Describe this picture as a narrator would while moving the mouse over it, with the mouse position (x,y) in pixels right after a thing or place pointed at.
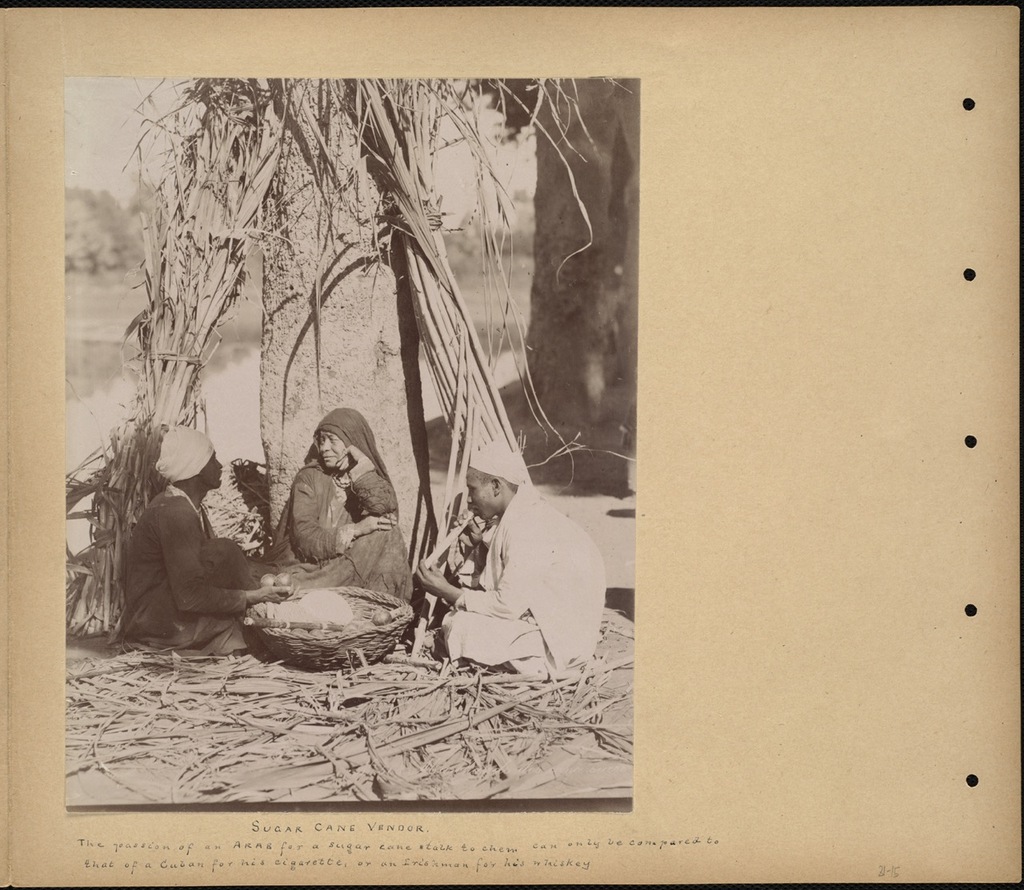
In this picture we can see a photograph (362,107). At the bottom (430,857) there is something written. This is a black and white picture. In this picture we can see a tree trunk (539,258) and people (596,614) are sitting. Near to them we can see a basket (354,661). Far we can see trees (92,247). A man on the left side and right side are holding something in their hands (291,594). On the ground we can see dried leaves (598,712).
